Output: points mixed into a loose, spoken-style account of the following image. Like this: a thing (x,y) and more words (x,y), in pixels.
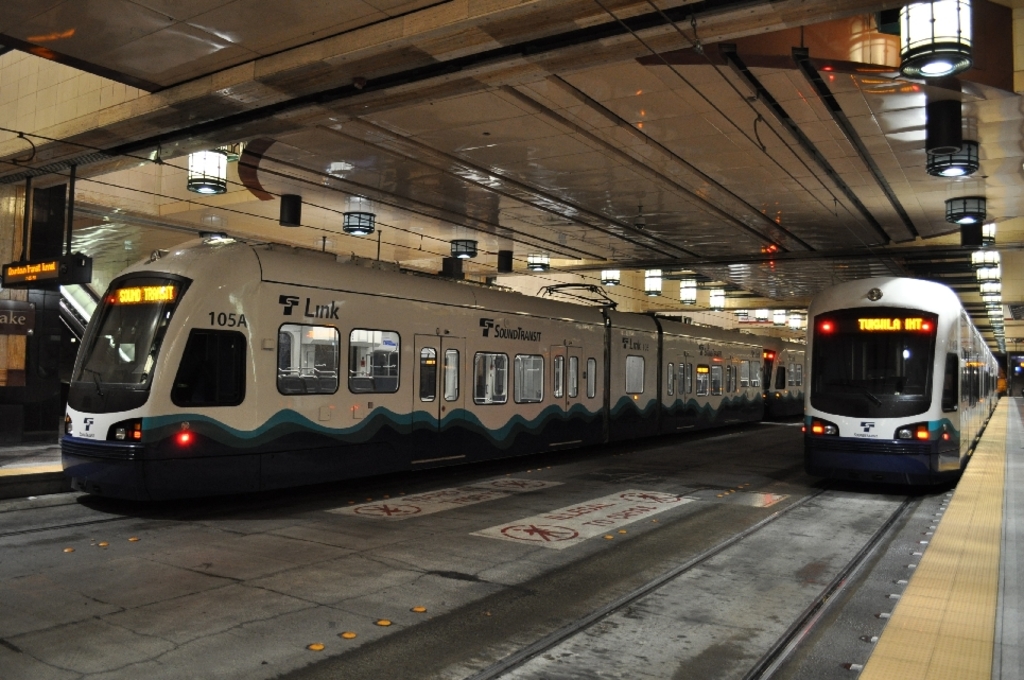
This image is taken in a railway station (733,268). In this image we can see two trains (541,349) on the track (795,533). We can also see the display screen (55,271) and at the top (376,57) we can see the ceiling (583,58) with the lights (651,292). We can also see the path (986,517).
